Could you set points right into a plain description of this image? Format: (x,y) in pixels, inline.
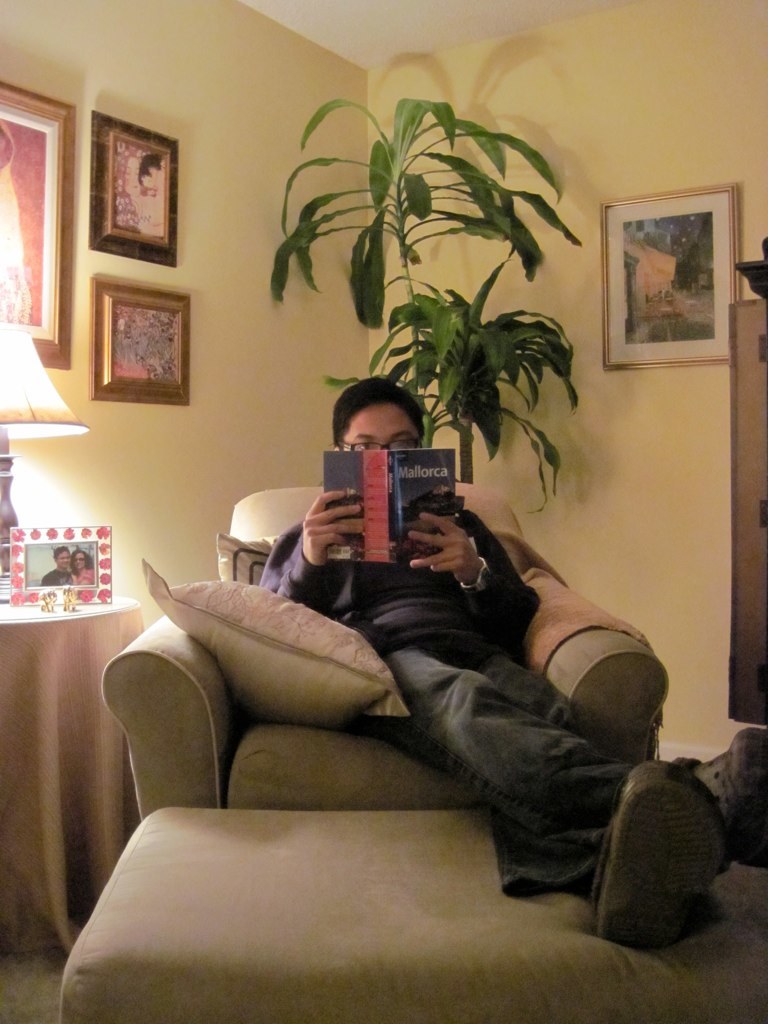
In the middle of the image (329,541) a man (612,853) is sitting on a chair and holding a book (381,528). Behind him there is a plant (481,181). Top right side of the image (635,139) there is a wall (583,257), On the wall (678,160) there is a frame (641,237). Bottom left side of the image (12,719) there is a table (36,612), On the table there is a lamp (3,355) and photo frame (64,555).
